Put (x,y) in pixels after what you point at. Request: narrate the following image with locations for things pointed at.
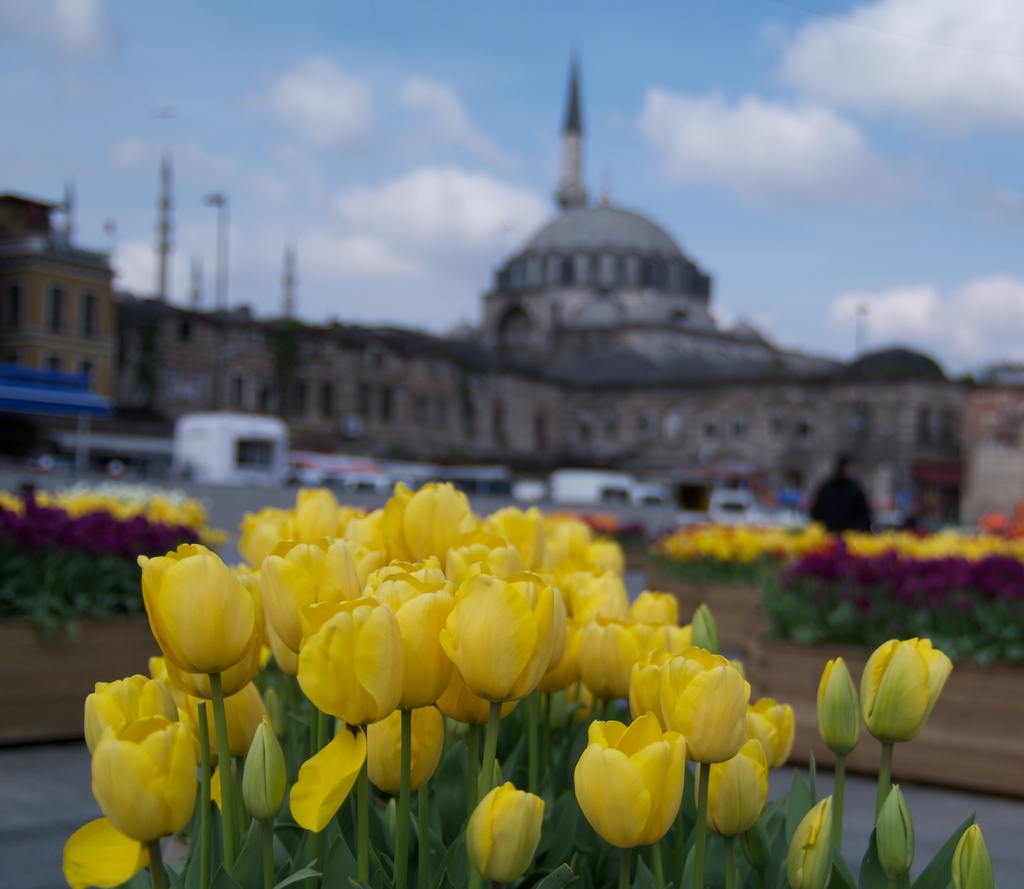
In this image we can see some flowers (429,527), plants (433,485), there are buildings (447,361), poles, vehicles (201,440), also we can see the sky (409,218), and the background (241,147) is blurred.
